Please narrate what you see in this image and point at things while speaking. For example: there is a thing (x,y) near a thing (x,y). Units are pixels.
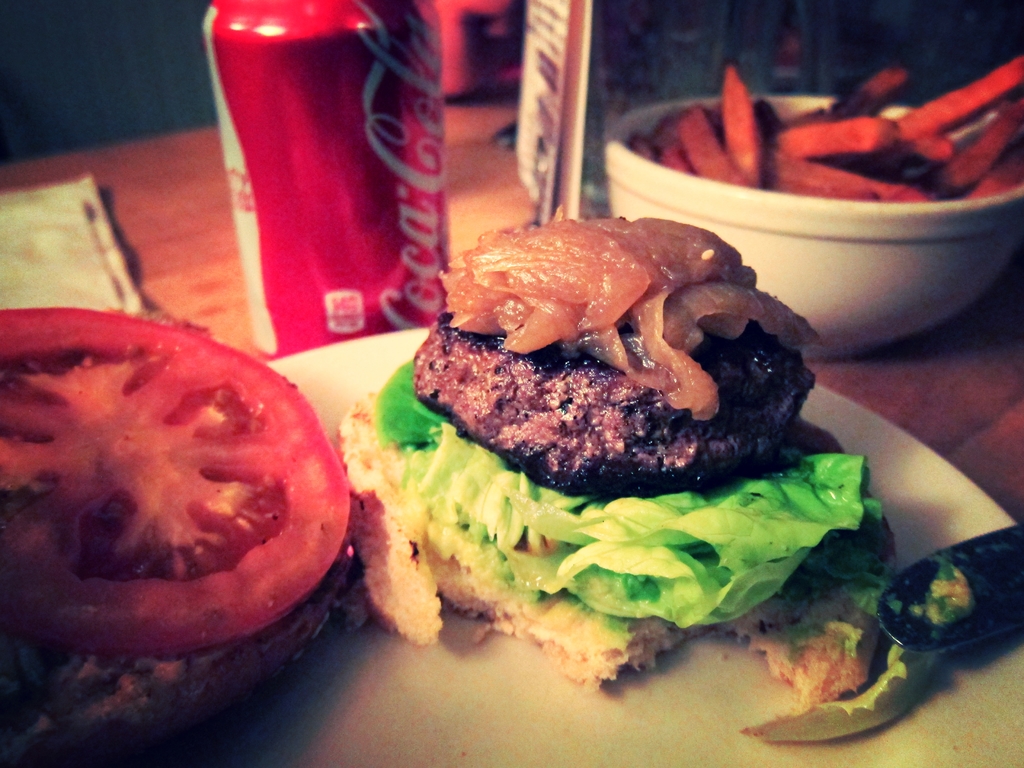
In this image there is a table (179,265) on which there is a plate (558,705). In the plate (587,715) there is a burger (567,536) on the right side (685,548) and there is a tomato slice (118,531) on the left side (118,535). In the background (308,207) there is a cool drink can (331,225). Beside it there is a bowl (934,231) full of fries (741,107) in it.
